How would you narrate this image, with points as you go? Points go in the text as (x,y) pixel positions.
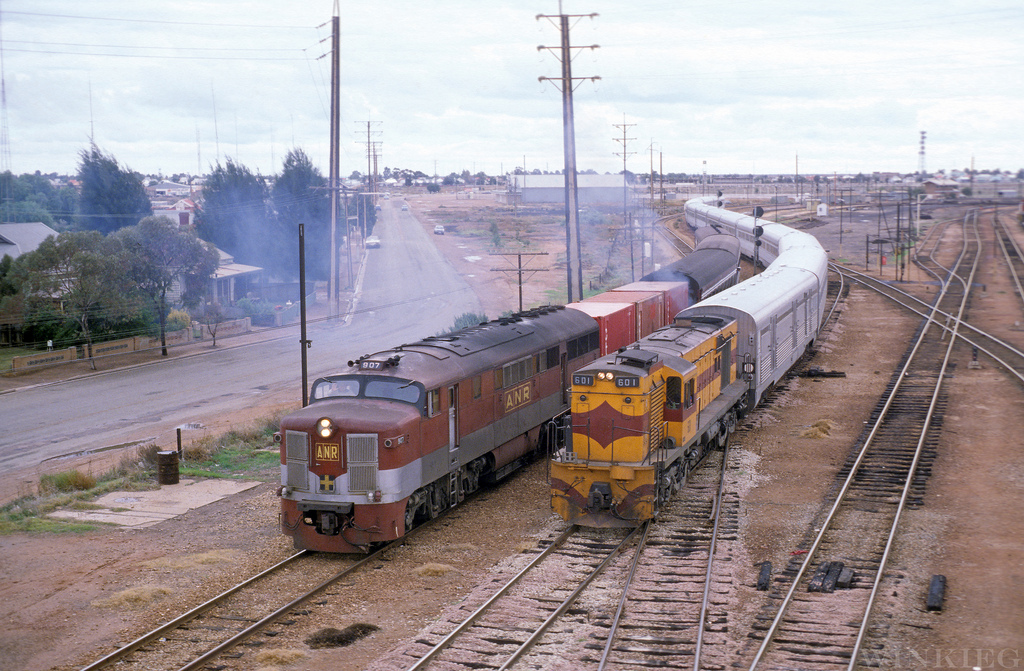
In this picture I can see couple of trains (616,346) on the railway tracks (523,651) and I can see trees (145,235), buildings (191,191) and few poles (917,200). I can see few tracks (938,328) on the right side of the picture (928,411) and a cloudy sky (391,90).
